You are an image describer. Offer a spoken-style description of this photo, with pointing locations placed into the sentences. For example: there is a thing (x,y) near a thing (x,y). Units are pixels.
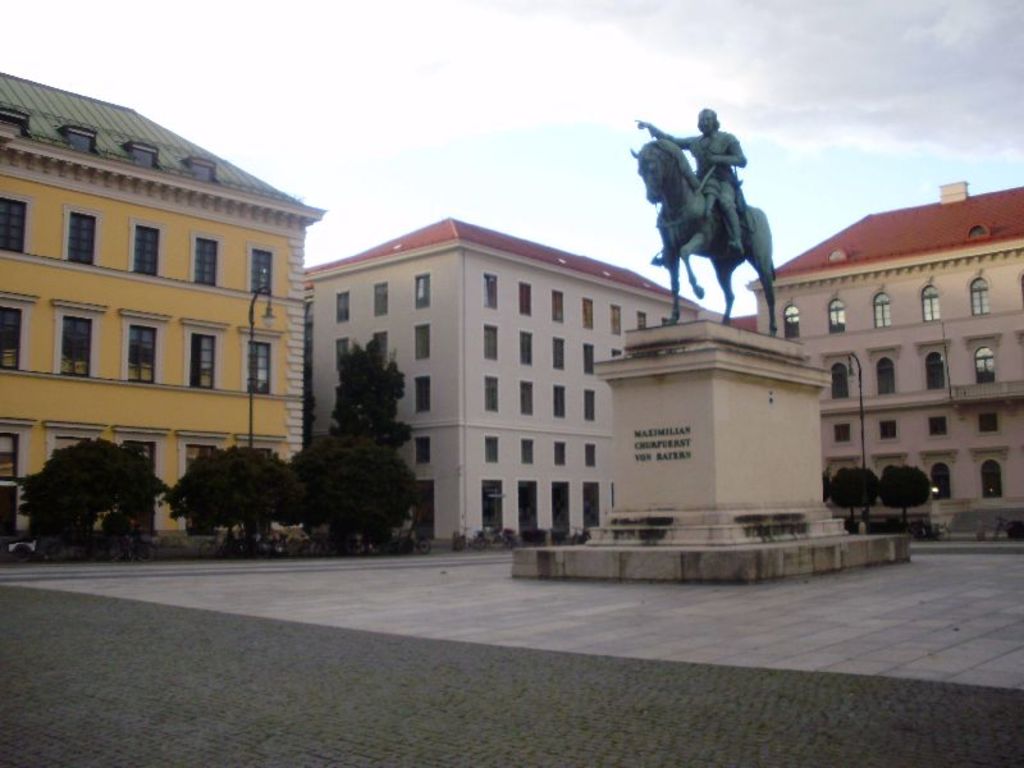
This picture is clicked outside. On the right (732,144) we can see the sculpture of a person (735,157) sitting on a sculpture of a horse (710,243). On the left (330,521) we can see the trees (348,487). In the background (511,319) we can see the sky (365,245) and the buildings (444,350) and the lamps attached to the poles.
